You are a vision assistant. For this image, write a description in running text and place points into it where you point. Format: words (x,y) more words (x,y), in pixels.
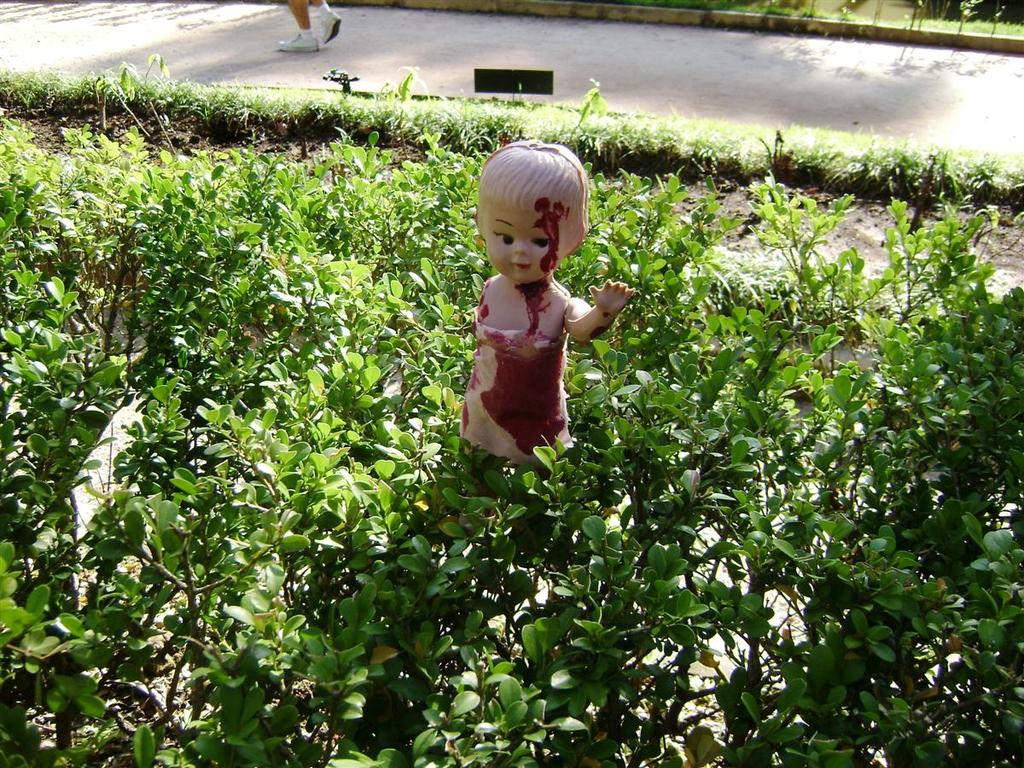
In the image there are few plants (248,264) and in between those plants (615,213) there is a toy (491,300), in the background (955,91) there is a road (937,98) and there is a person (311,40) standing on the road (287,14).
